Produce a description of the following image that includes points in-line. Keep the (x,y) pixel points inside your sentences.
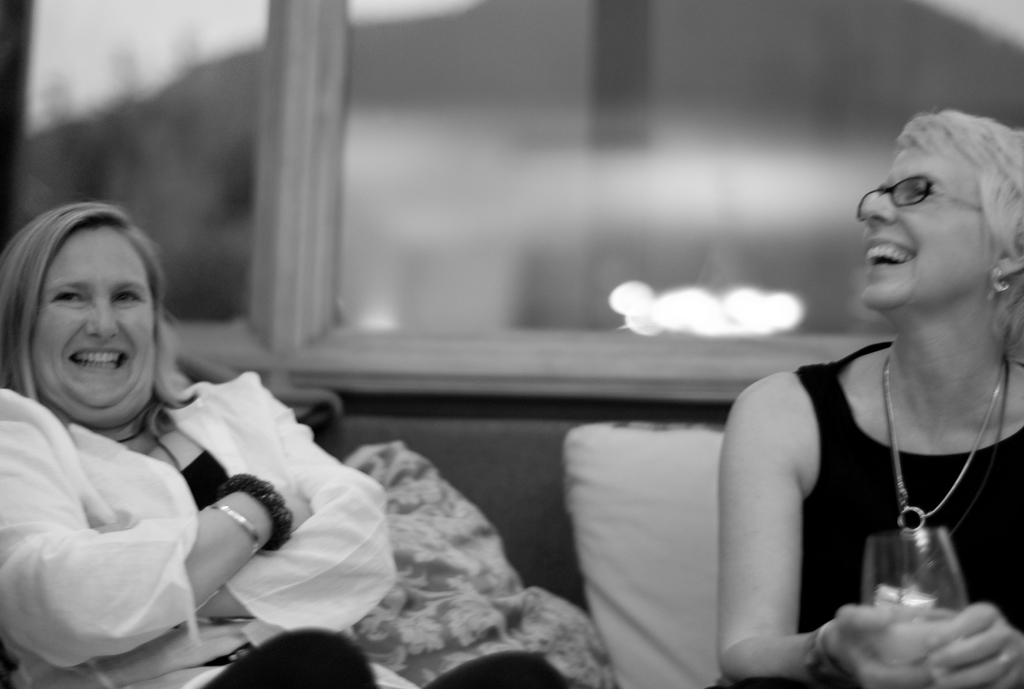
In this image there are two ladies (223,513) sitting on the sofa (467,440). The lady (804,630) sitting on the right (962,628) is holding a glass (878,598). There are cushions (478,526) placed on the sofa (352,401). In the background (309,375) there is a window (411,316).
